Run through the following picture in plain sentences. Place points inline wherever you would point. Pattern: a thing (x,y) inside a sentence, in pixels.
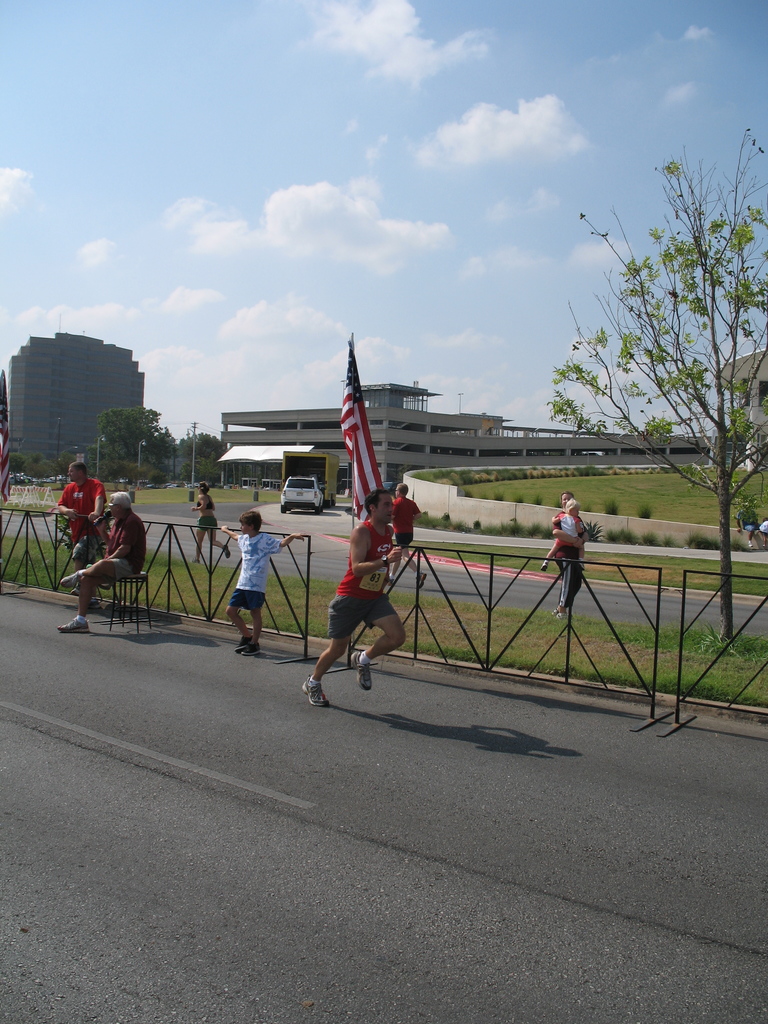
In the image we can see there are people (359,583) running, standing and walking. They are wearing clothes (134,546) and shoes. Here we can see road (524,813), fence (734,701), grass (609,649), trees (124,448) and buildings (446,413). There are vehicles (310,486) on the road (228,503) and the cloudy pale blue sky (265,258).
